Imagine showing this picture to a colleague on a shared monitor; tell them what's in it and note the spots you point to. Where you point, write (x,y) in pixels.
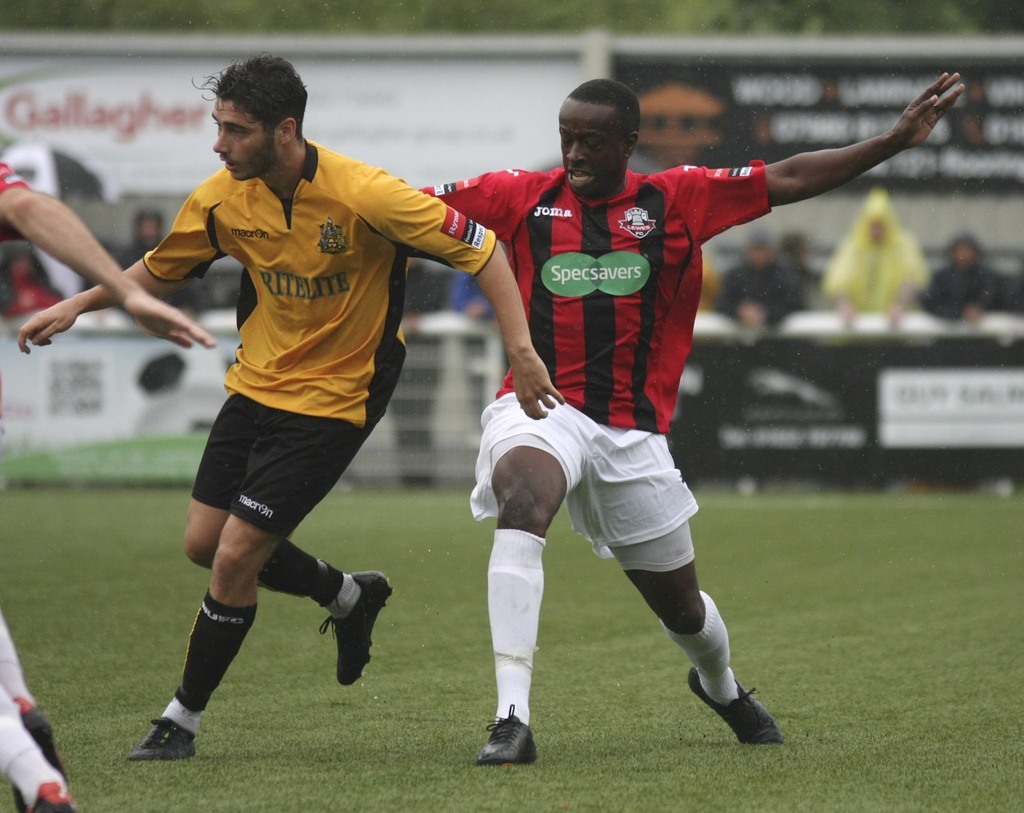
In this image we can see two football players (610,334) on the ground (582,562). Here we can see the hand (70,254) of a person (71,268) on the left side (96,251). In the background (26,261), we can see a few spectators (800,285). Here we can see the hoardings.
